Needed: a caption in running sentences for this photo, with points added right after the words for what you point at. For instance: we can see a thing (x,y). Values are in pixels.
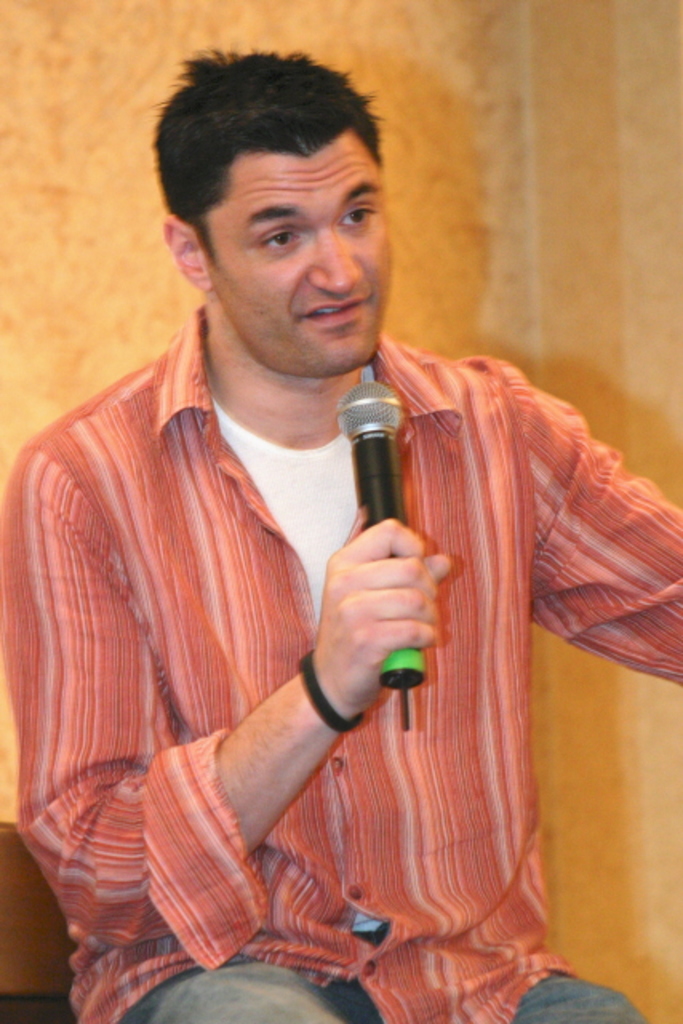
This is a picture of a man (115,624) in orange shirt (186,732) holding a microphone (399,510) and talking. Background of the man (245,704) is a wall (20,225).
